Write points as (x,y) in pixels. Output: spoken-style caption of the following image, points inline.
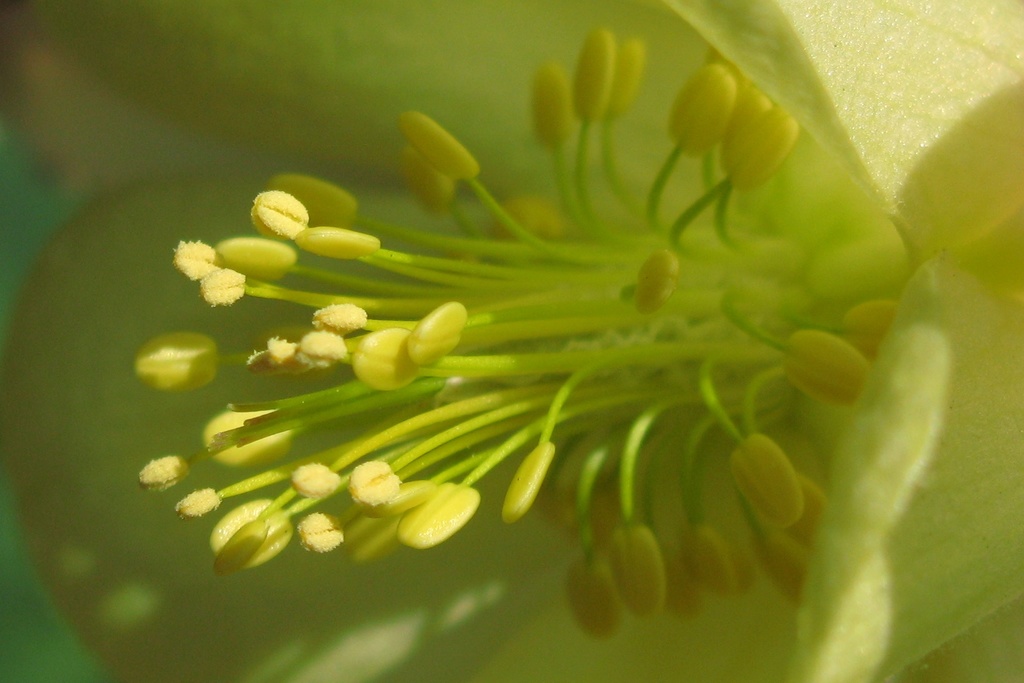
In this image we can see a flower (374,455).
